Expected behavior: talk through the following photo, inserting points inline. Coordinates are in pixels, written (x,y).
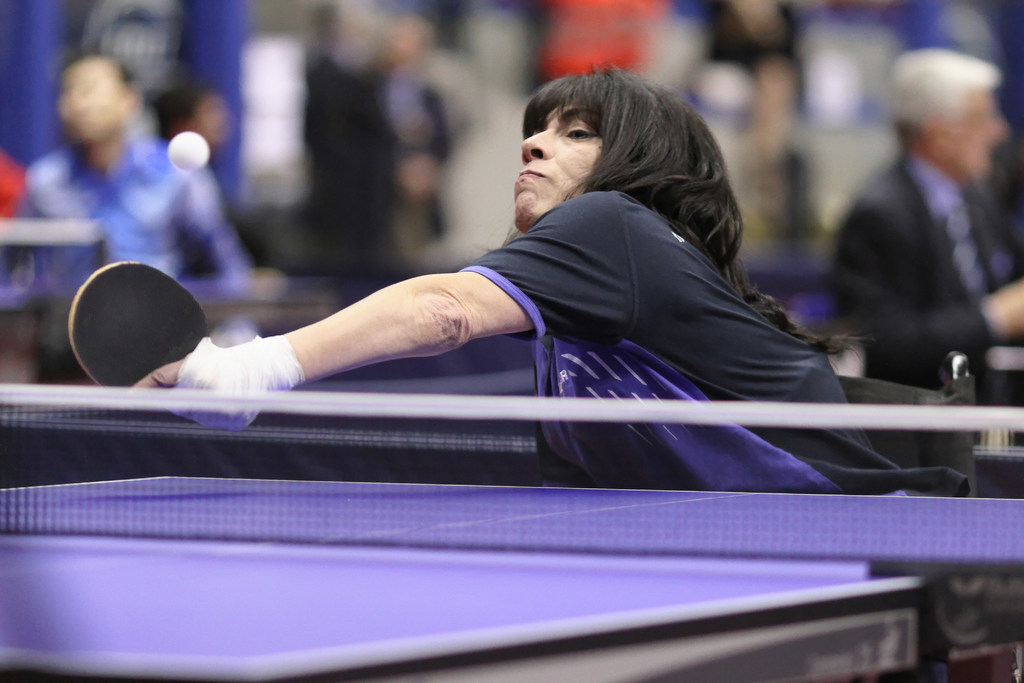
In this image we can see a woman (718,362) holding racket (153,354) in her hands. In the background (210,215) there are persons (874,266) standing and a ball (191,151) in the air (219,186).
